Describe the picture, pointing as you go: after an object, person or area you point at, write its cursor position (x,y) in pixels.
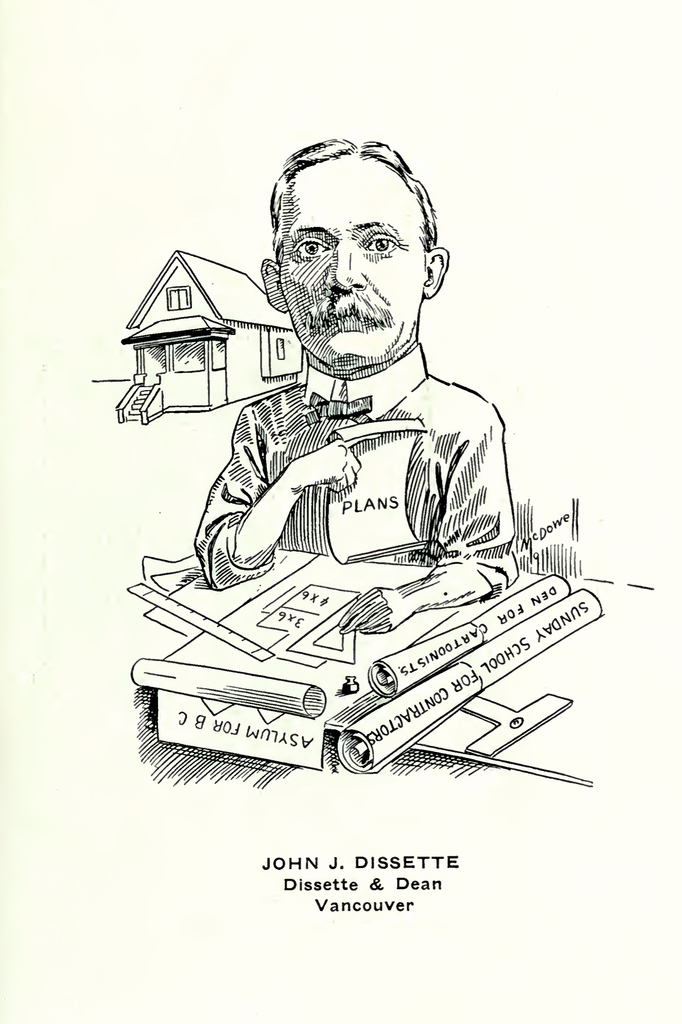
In this image we can see a drawing (320,618). In the drawing (280,638) we can see a person (438,601), a house (164,357) and many objects (232,678) in the image. Some text (362,893) written at the bottom of the image (410,866).
